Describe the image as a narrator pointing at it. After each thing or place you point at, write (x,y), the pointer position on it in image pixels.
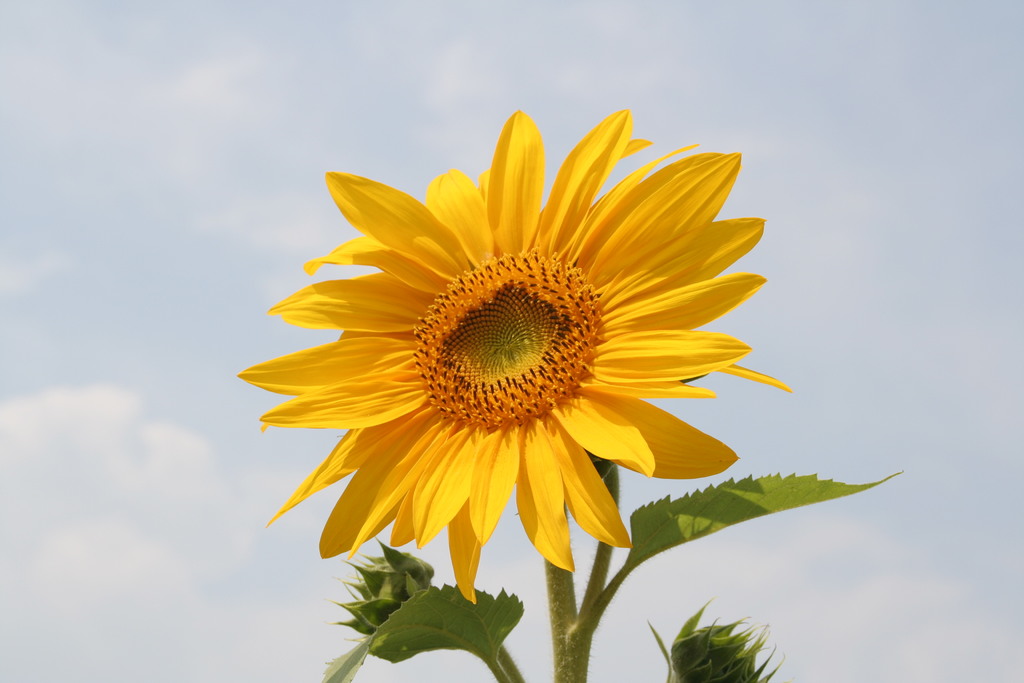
Here we can see a sunflower plant (484,445) with a sunflower (558,247). In the background (319,655) there are clouds (197,668) in the sky (548,122).
